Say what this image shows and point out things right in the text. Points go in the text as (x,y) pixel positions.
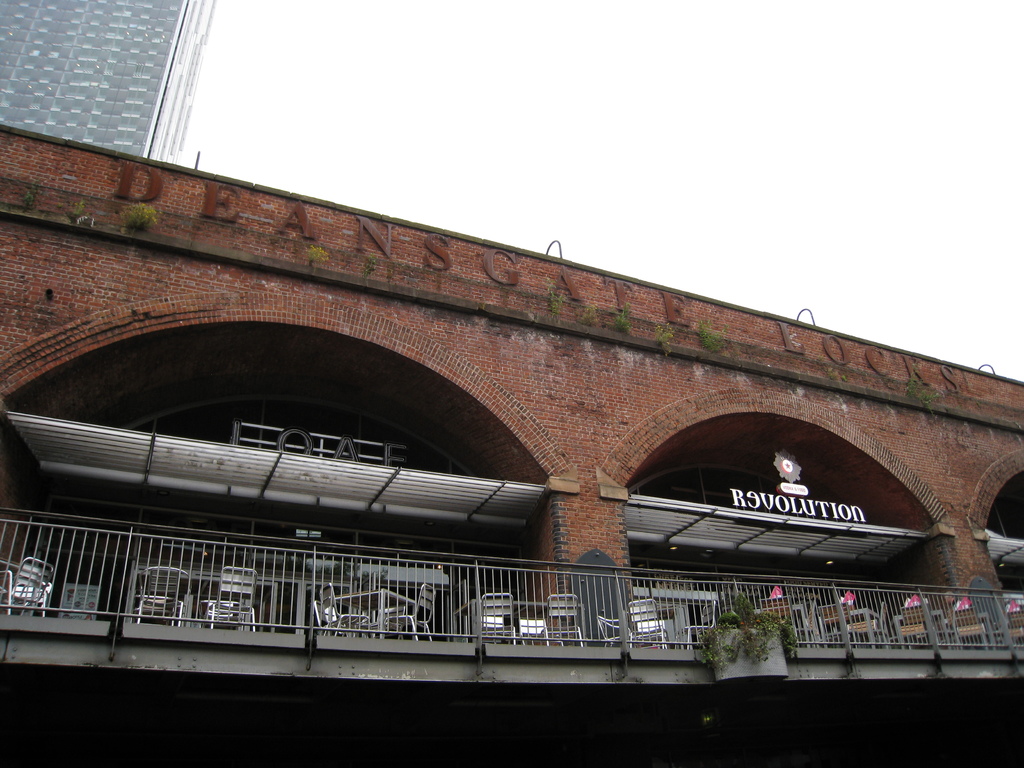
In this image we can see one big white glass building (83,41) and one red building (982,380) with some text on it. Some plants (739,630), some chairs (961,628) with tables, two name board (741,497) with logo board (793,455), some objects (812,319) are on the surface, one iron fence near and at the top (566,255) there is the sky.
